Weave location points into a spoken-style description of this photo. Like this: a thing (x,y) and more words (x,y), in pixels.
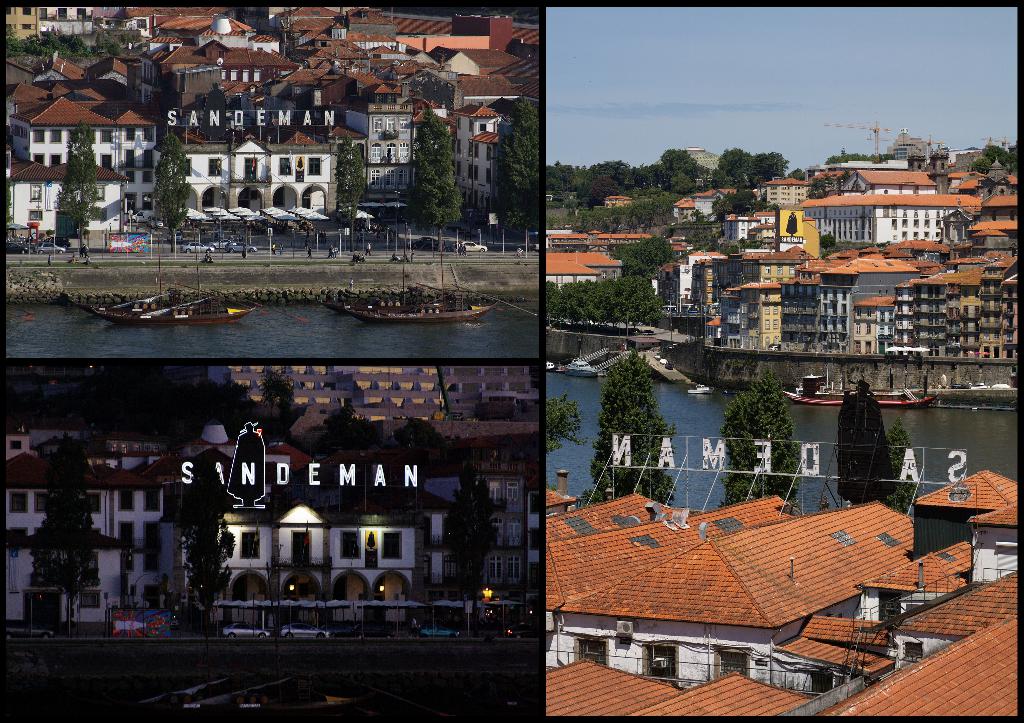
This is a collage image. Here I can see three images. In the right side (727,535) image I can see many buildings (927,501) and trees (630,369). In the middle of the image (680,405) there is a lake (956,433). At the top of the image (701,69) I can see the sky (601,73). In the other two images also I can see the buildings (119,528) and trees (216,559).
